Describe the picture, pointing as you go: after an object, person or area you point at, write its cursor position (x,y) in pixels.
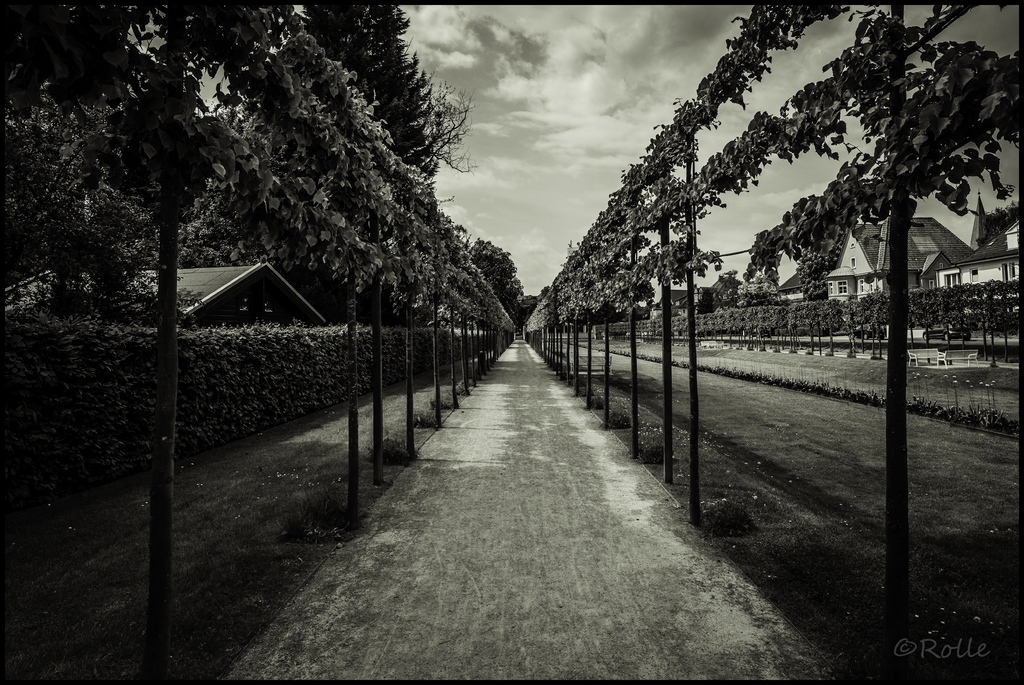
In the image we can see there are buildings (863,282) and trees (372,315). Here we can see plants (251,368), path (501,579) and the grass (789,450). Here we can see a cloudy sky (575,99) and on the bottom right (960,653) we can see the watermark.
